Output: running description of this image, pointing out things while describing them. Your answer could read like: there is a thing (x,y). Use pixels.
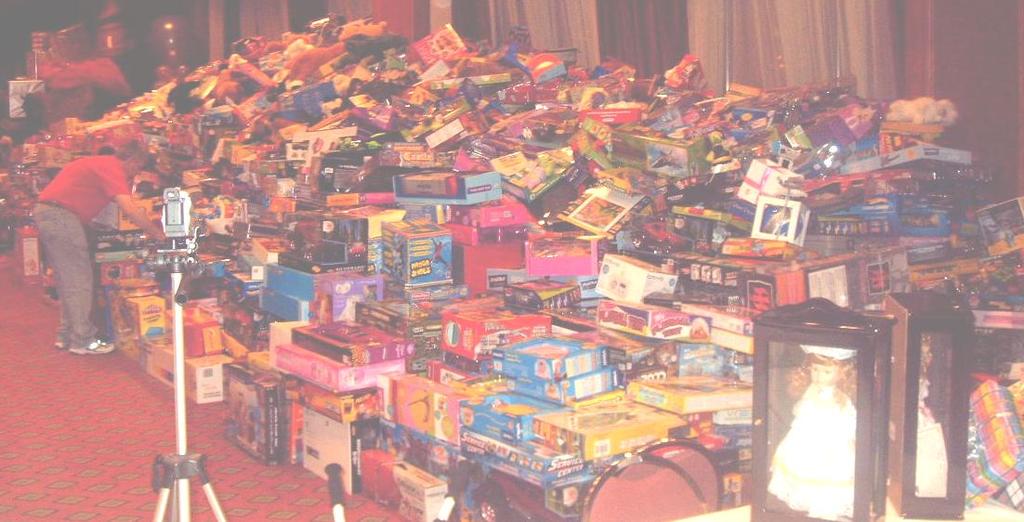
In this image, we can see boxes (476,251). On the right side (786,483) bottom, we can see dolls (939,444). On the left side of the image (183,387), we can see stand (204,483) with device (168,231). Here a person (98,199) is standing on the floor (100,410). Top of the image (212,5), we can see curtains (638,28) and few objects (19,95).
